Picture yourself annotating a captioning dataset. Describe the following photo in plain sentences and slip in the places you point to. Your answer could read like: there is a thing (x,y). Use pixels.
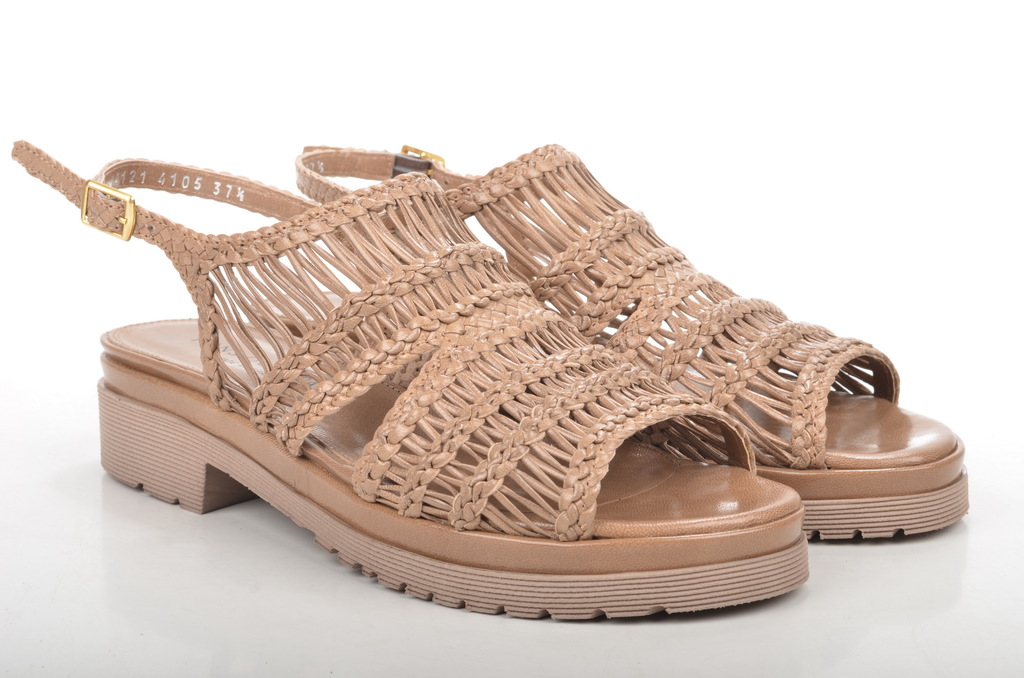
In this image we can see pairs of sandals (781,489), placed on the surface (843,572).
